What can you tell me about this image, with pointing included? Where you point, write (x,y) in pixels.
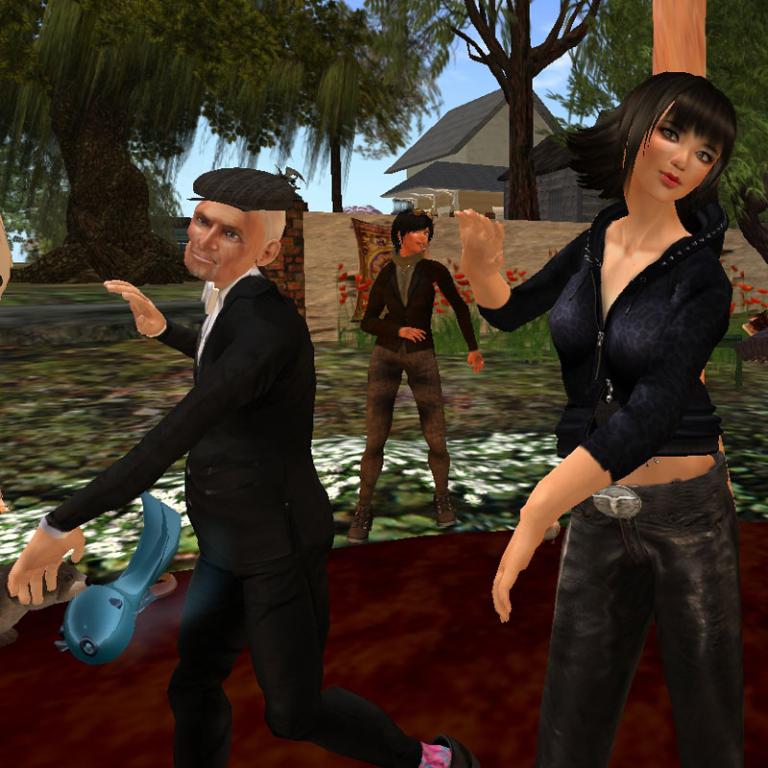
In this picture we can observe graphics (367,308). There are three members (412,372). One of them (273,221) was wearing a cap (240,183) on their head (226,241). We can observe a wall (345,260). In the background (251,91) there are trees (415,60) and a building (484,168). We can observe a sky (356,174) here.
